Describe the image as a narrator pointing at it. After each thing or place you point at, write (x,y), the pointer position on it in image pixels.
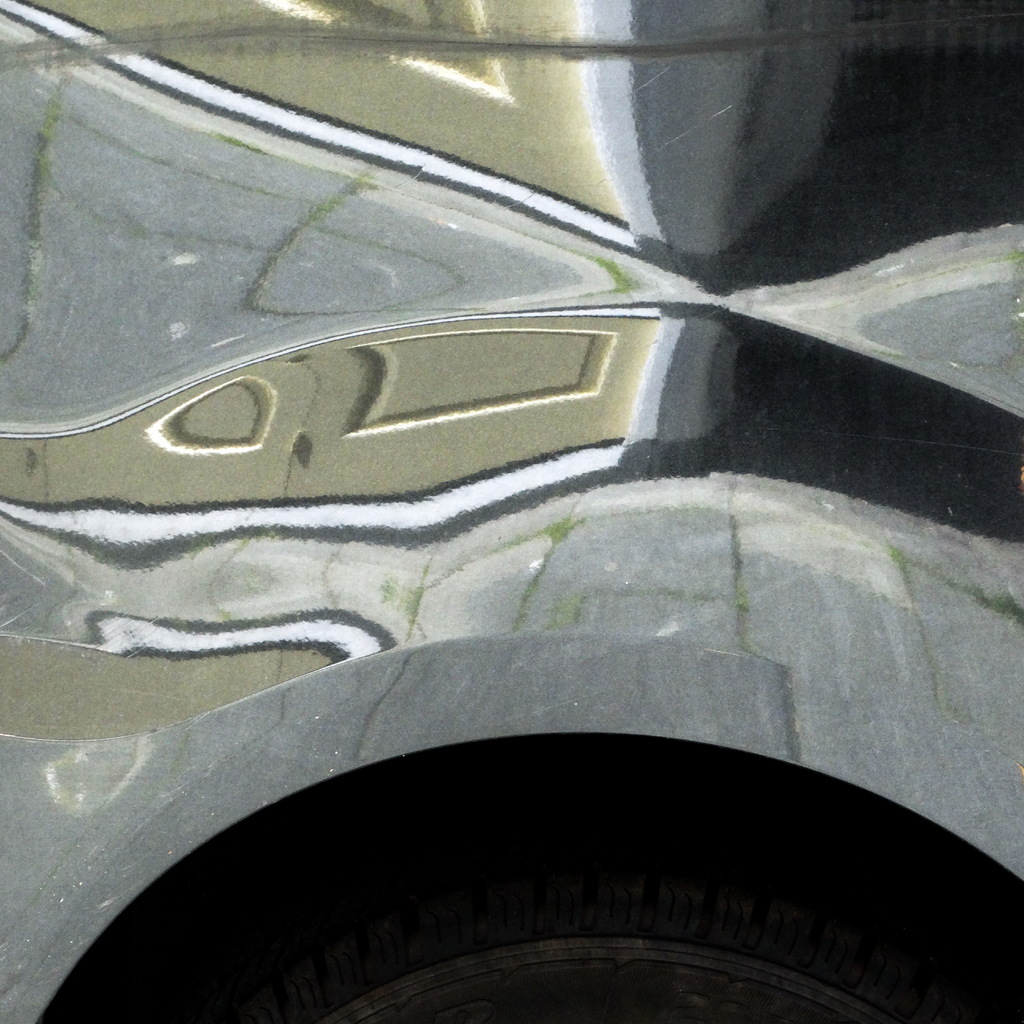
In the center of the image (485,487), we can see a vehicle (547,712) and at the bottom (553,921), there is tire (492,907).
